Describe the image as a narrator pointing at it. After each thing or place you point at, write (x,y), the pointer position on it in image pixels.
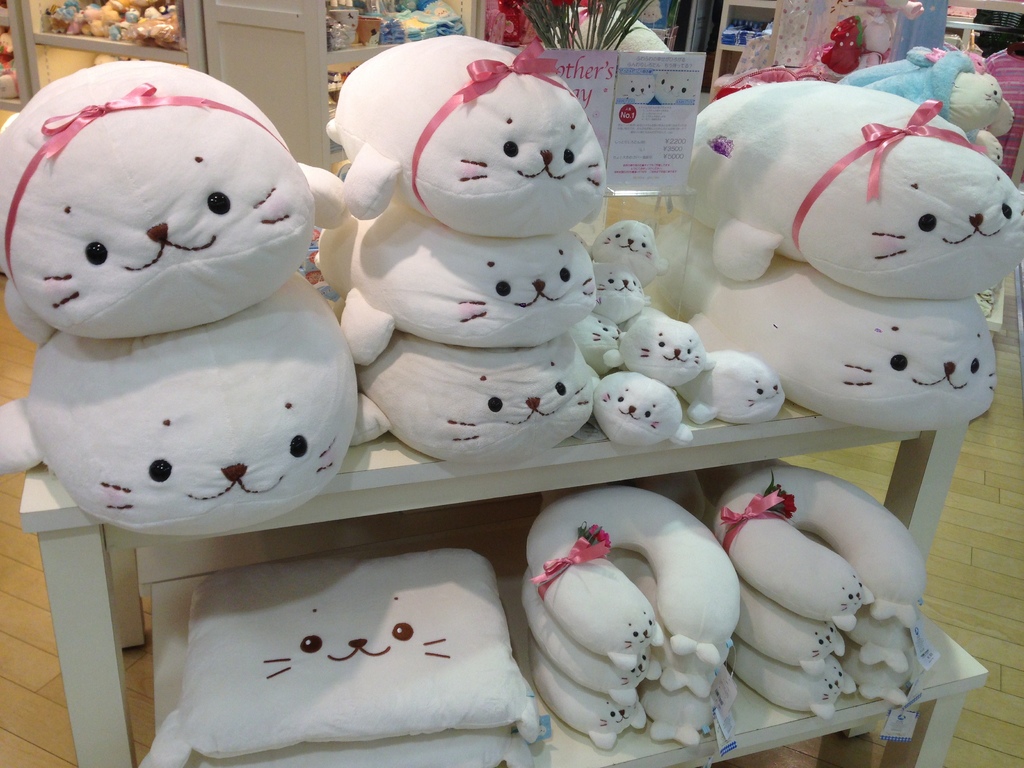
In this image we can see toys (291,483) and neck pillows (608,642) placed on the shelves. In the background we can see doors (307,64), toys (85,31), greeting card (641,75) and plant (545,28).
